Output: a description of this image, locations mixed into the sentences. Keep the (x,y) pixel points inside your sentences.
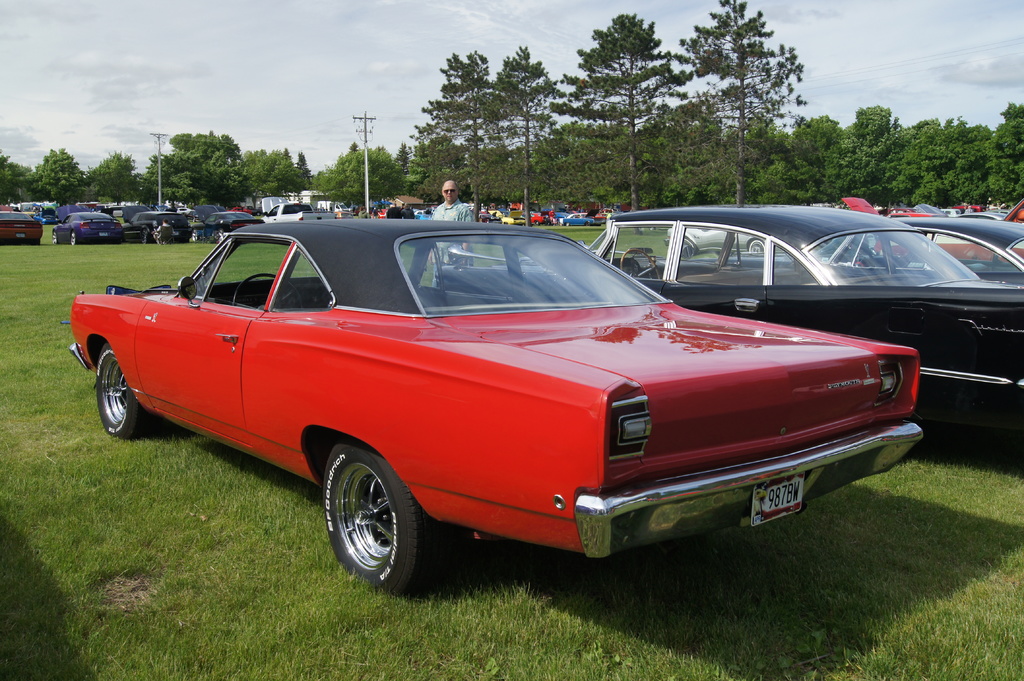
In this picture there is a man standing and we can see vehicles (266,293) and grass (99,492). There is a person (169,228) sitting on a chair (171,232) and we can see trees (431,194), house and poles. In the background of the image (223,70) we can see the sky (810,37) with clouds (924,51).
